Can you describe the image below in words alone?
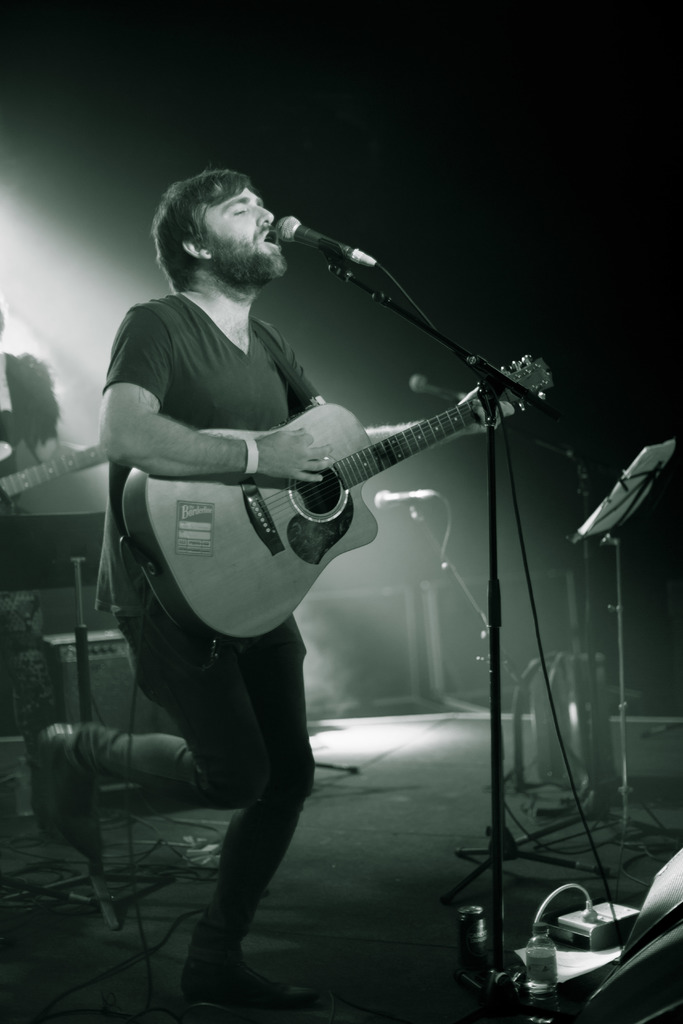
In the picture we can see a man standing and holding a guitar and singing a song in the microphone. In the background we can find a musical instruments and some sound systems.
